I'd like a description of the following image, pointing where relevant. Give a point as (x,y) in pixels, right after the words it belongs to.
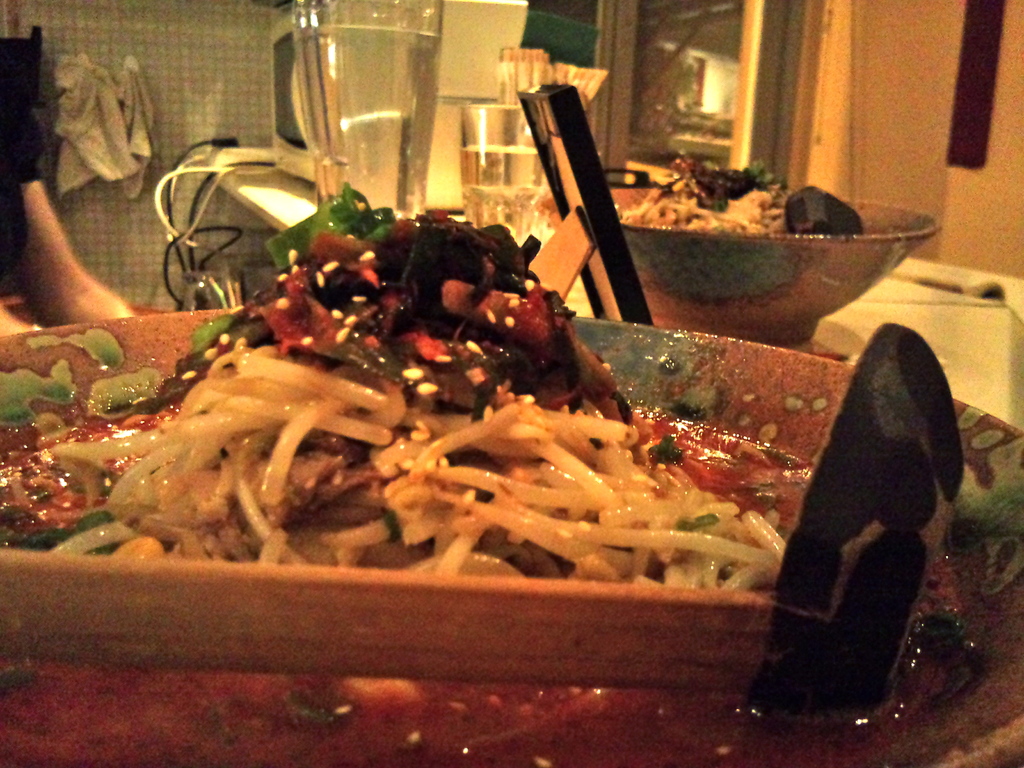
In this image we can see noodles (498,517) in the plate (796,430), here is the food item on it, here is the spoon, beside here is the bowl (867,278), here is the glass (470,160), here is the jug (348,166), here is the door (630,134), here is the wall (890,80).
